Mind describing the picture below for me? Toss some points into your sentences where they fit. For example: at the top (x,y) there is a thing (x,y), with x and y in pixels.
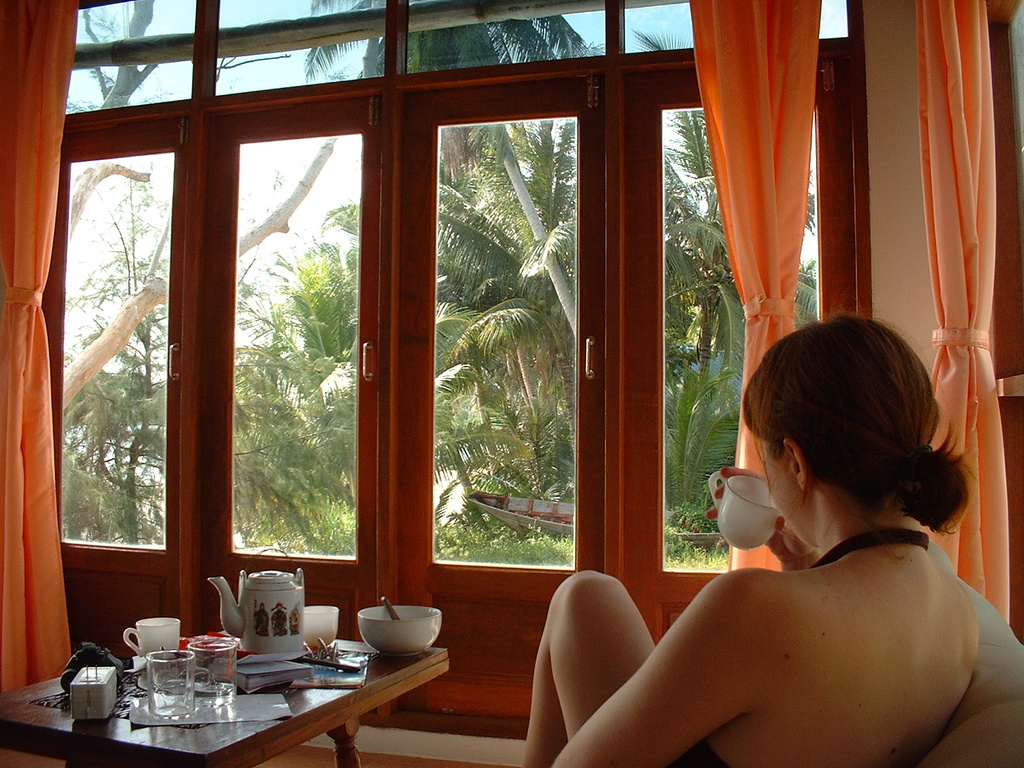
This woman (885,648) is sitting on a couch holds a coffee cup (747,502). On this table (67,724) there is a bowl (398,621), pot (296,598), cup (161,636), glasses (181,656), book (242,667) and paper (254,720). Outside of this glass door (492,442) there are number of trees (455,338). Curtain (774,174) in peach color.
